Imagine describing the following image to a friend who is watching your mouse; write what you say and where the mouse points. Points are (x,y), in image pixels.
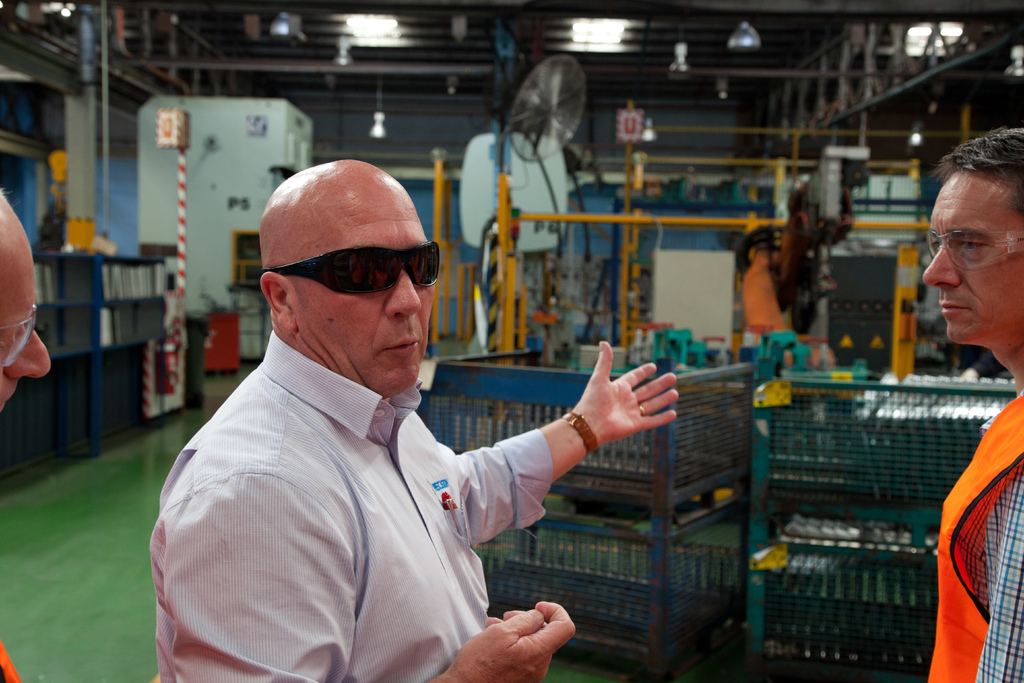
In the center of the image (343,270) we can see a man (318,496) is standing and talking and wearing a shirt (391,492), goggles (376,274). On the left side of the image (9,223) we can see a person's head (17,274). On the right side of the image (995,167) we can see a man (1002,153) is standing and wearing a jacket (971,610), glasses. In the background of the image (911,289) we can see the containers (532,369), rods (502,232), boards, floor (49,679), machines (546,292). At the top of the image (357,26) we can see the lights (369,20) and roof (912,16).
